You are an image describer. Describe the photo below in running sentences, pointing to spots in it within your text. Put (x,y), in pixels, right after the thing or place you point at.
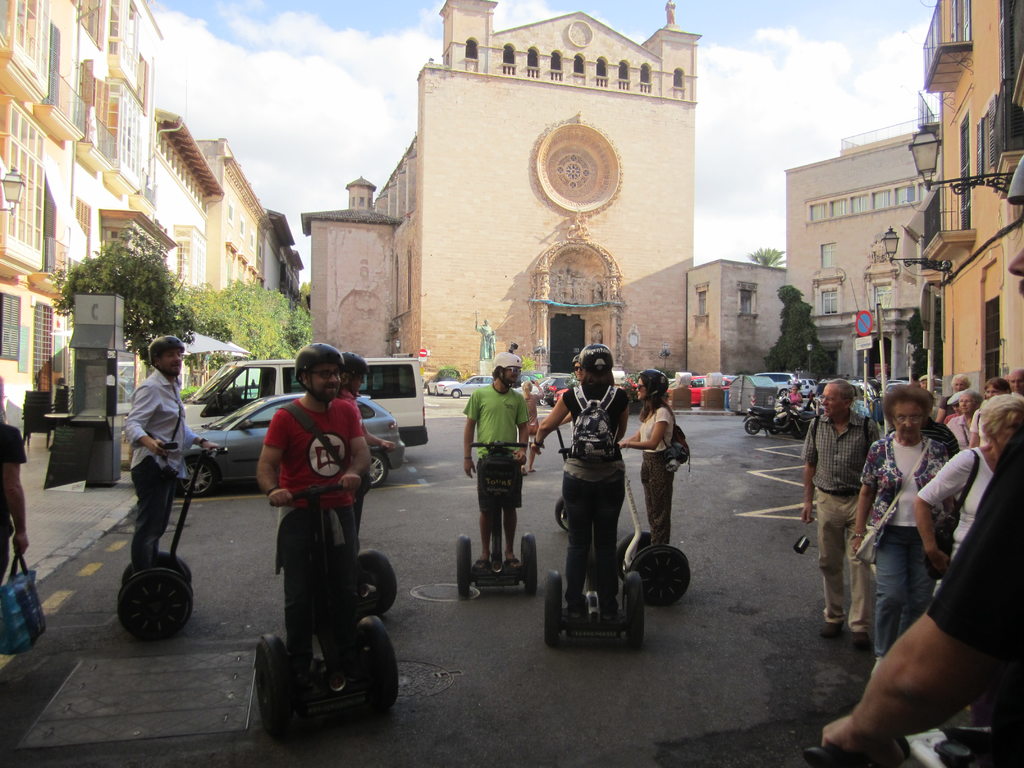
In the center of the image (351,375) we can see people (161,499) standing on the hoverboards (331,641). In the background (255,273) there are buildings (438,275), trees (791,331) and sky (706,193). There are boards (865,330) and we can see a statue (484,353). There are people (895,567) and we can see vehicles (464,385) on the road (455,426). In the background (322,47) there is sky (359,48).
